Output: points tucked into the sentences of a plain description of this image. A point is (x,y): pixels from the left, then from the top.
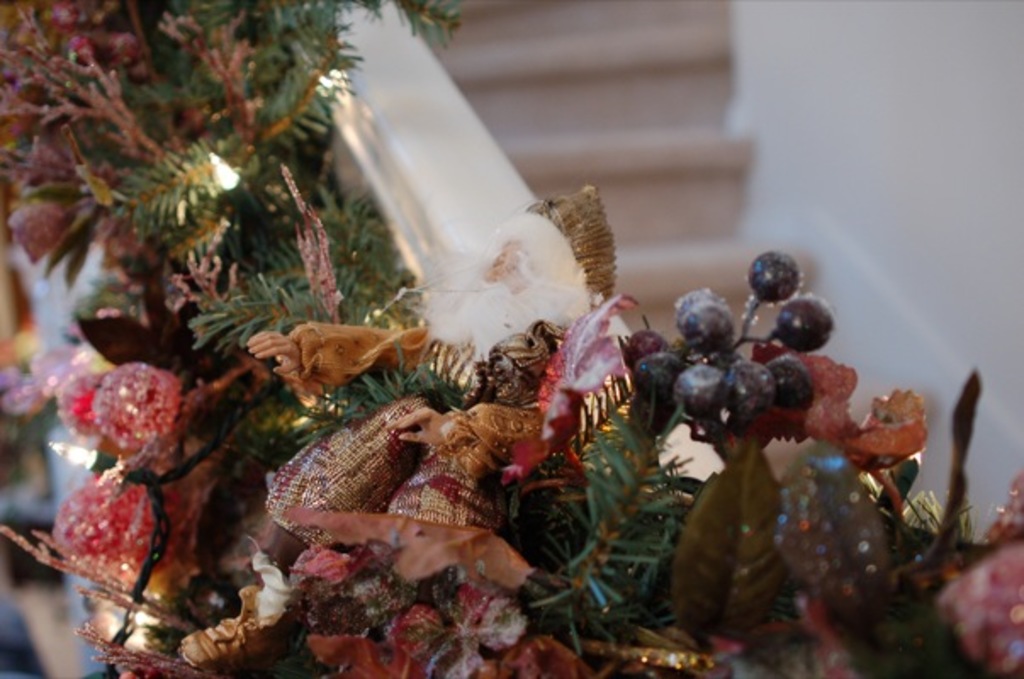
In this image I see the green leaves (268,136) and I see the decoration (297,364) and I see the white wall (767,15) over here.
